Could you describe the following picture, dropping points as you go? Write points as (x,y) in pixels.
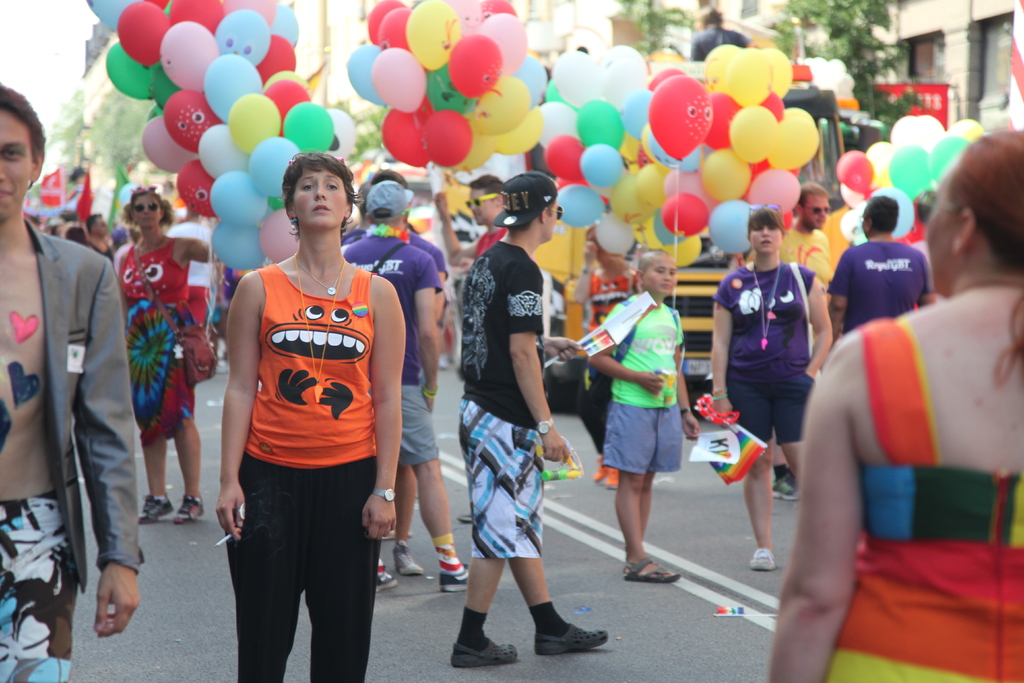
In this image we can see some people (524,376) standing and we can also see some people (913,305) holding balloons (488,136).
